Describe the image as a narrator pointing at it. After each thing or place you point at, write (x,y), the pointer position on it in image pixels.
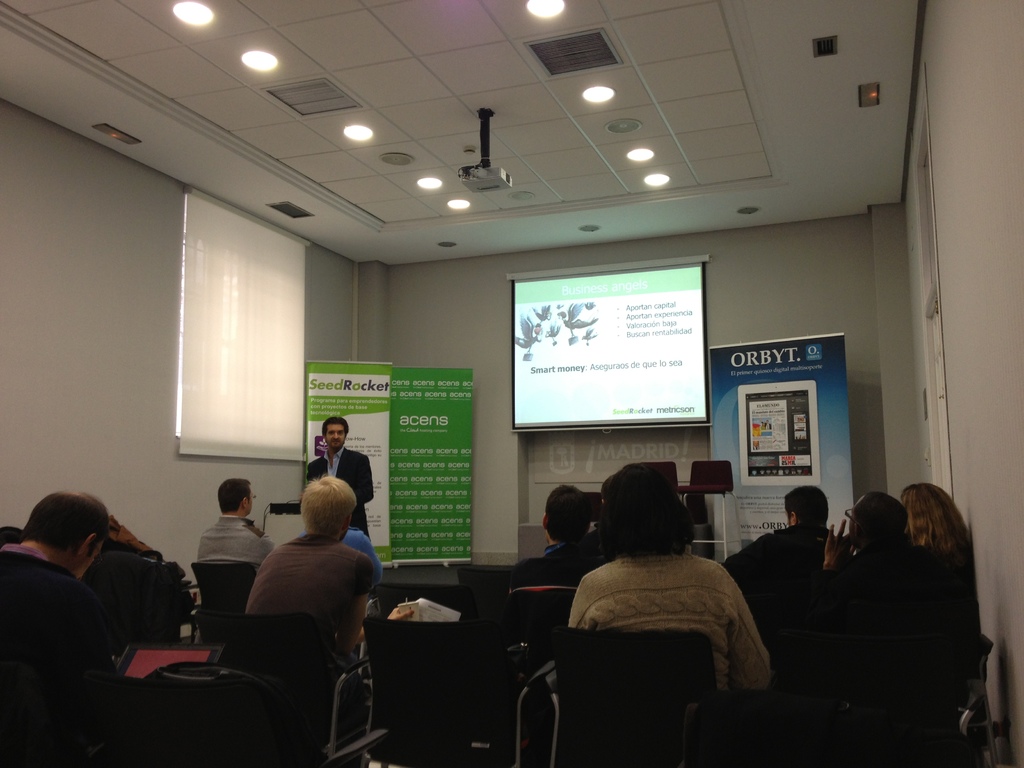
In this image i can see group of people (755,670) sitting on a chair (309,695) at the back ground (467,503) i can see a man (362,472) standing, a banner (407,418), a projector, a wall (425,326) and a window (274,335), at the top (356,138) i can see a light (346,128).
